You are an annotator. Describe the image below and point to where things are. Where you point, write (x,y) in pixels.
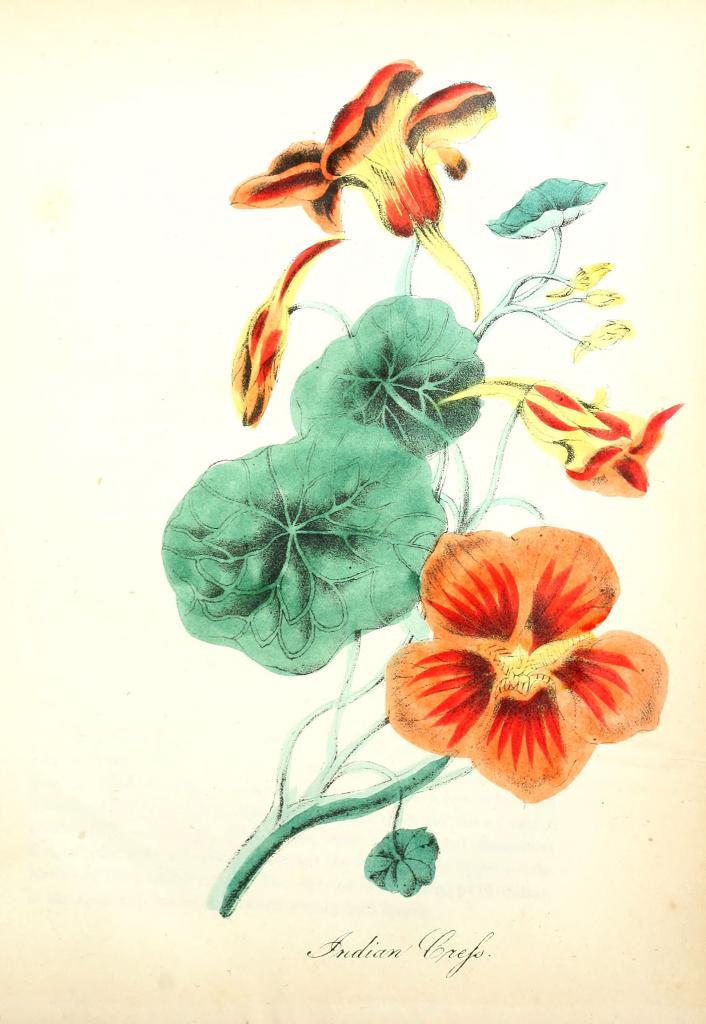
In this image I can see the painting (314,590) of few flowers (484,635) which are orange and yellow in color to a plant (224,914) which is green in color on the cream colored background.
